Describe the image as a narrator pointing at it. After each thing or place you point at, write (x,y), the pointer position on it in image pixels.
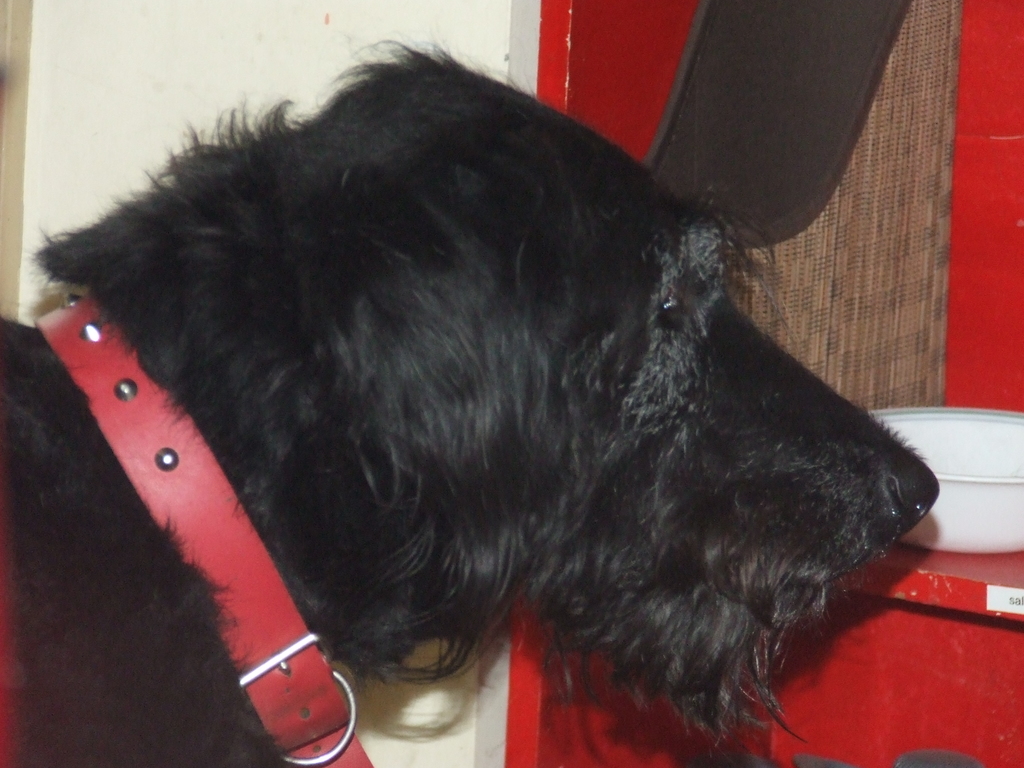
In this image we can see a dog (242,467) and there is a belt (229,513) around its neck (269,489). There is a bowl (1000,440) on an object (958,668). There is a black color object (805,100) in the image.
